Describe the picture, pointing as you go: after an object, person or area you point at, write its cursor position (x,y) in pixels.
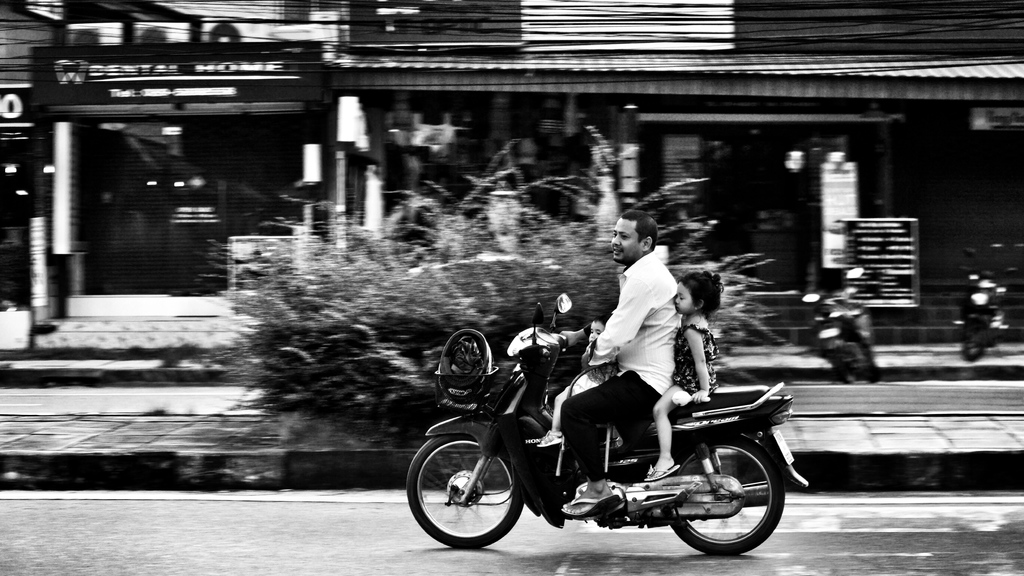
This is of a black and white image. I can see a man (635,373) with two kids (589,372) riding a motorbike (531,470). Here is a helmet (477,372) placed in front of a motor bike (534,358). I can see a tree (404,316) which is planted beside the road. At background (983,284) I can see two motorbikes (850,304) parked. And it is a building (650,99) this is the name board (190,84) which is attached to the building (346,74). I think this is the entrance (160,243) of the building (174,257).
